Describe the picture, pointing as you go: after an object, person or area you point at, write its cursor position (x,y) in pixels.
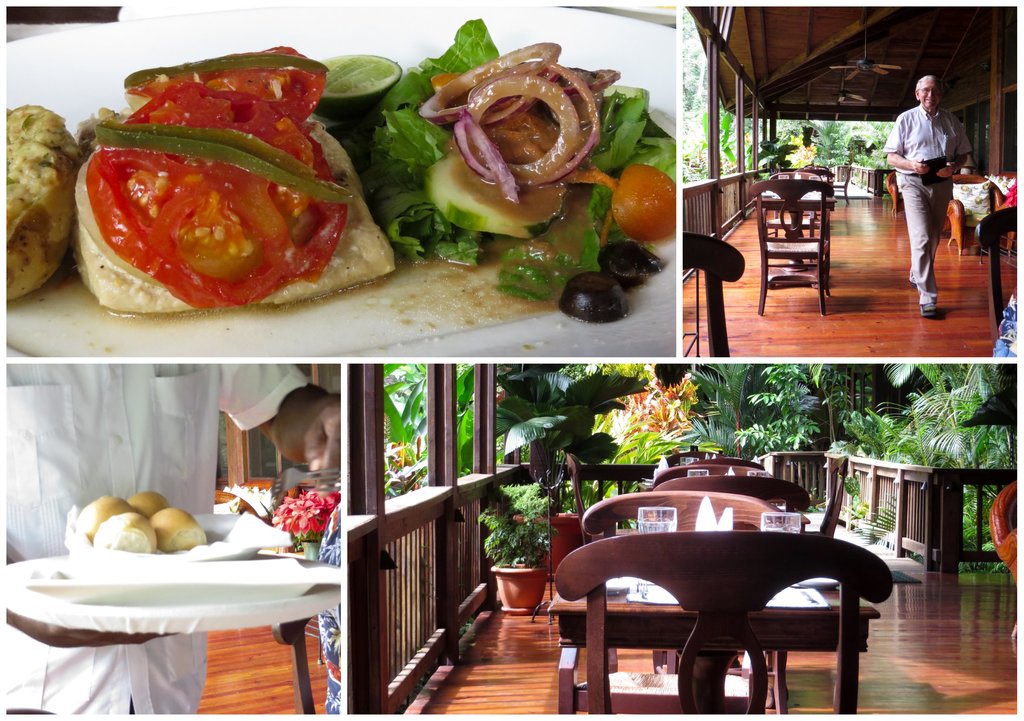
In this image i can see a food item (177,106) on the plate (113,62), a man (909,132) walking and a man (140,468) holding a plate (122,581) with food items (148,533) in it and few empty chairs (664,568) in front of a table (655,613). In the background (715,430) i can see trees (722,448) and a railing (881,499).
